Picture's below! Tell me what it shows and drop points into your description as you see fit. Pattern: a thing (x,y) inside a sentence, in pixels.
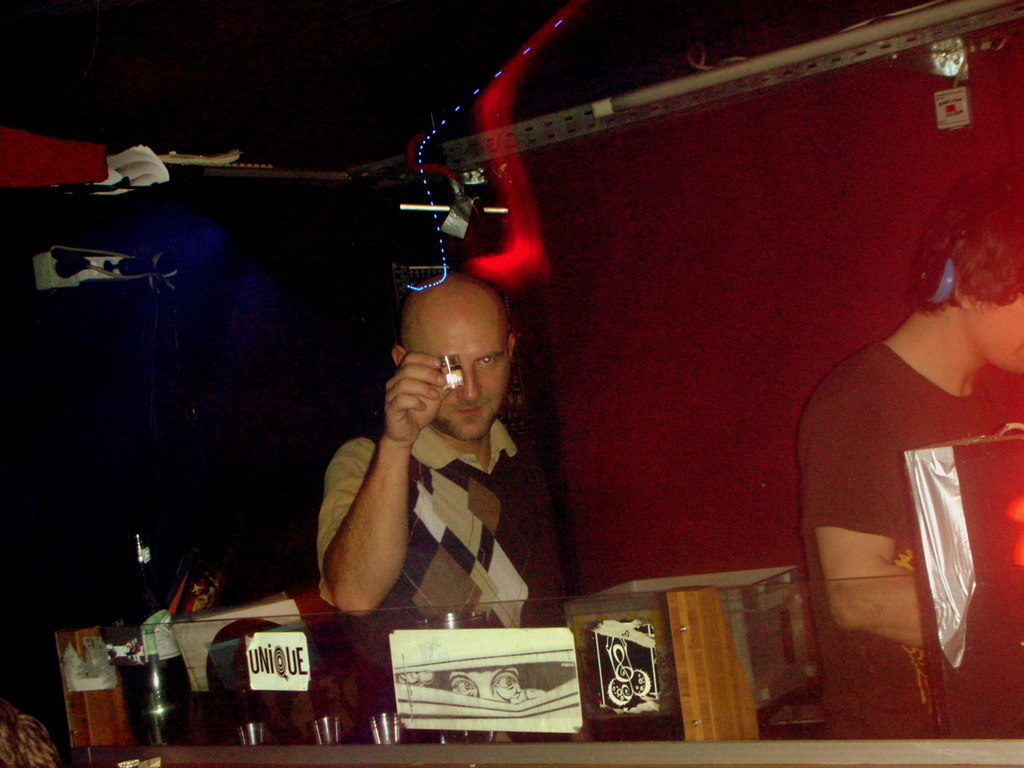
In the image in the center (461,475) we can see two persons (505,485) were standing and they were holding some objects (922,522). In front of them, there is a table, glasses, banners (475,647) etc. In the background (306,342) there is a wall (895,306), roof (453,37), light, machine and few other objects (447,224).
